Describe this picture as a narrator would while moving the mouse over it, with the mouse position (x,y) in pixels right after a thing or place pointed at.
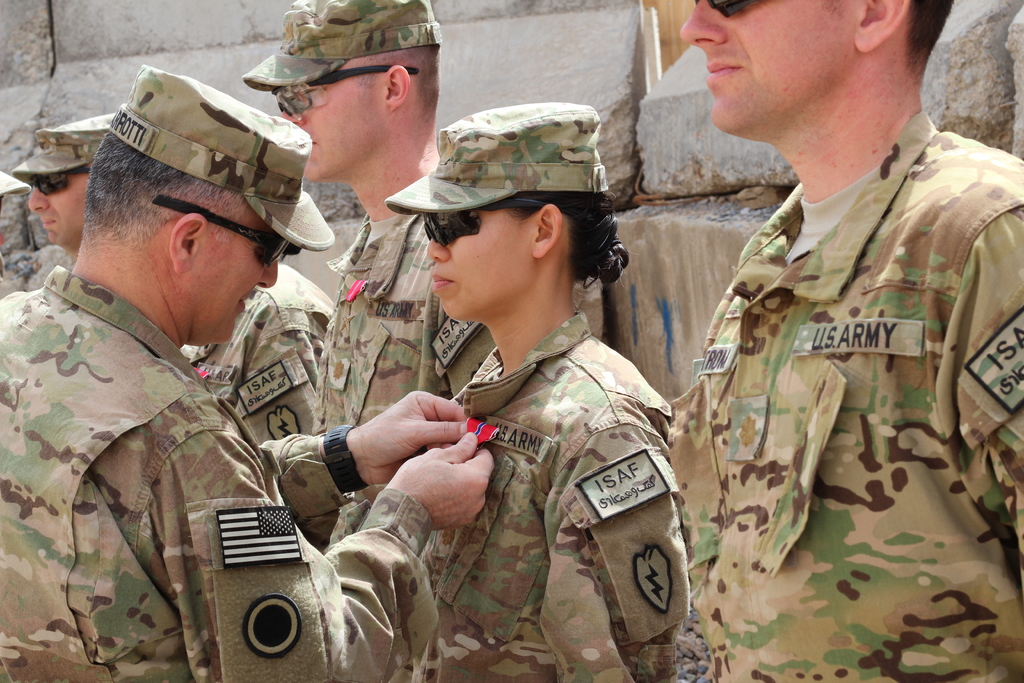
In this image we can see a group of people (675,464) wearing military uniforms (257,477), caps (341,53) and goggles (536,203) are standing. One person (266,656) is holding a ribbon (481,434) with his hands (439,481). In the background (632,275), we can see the wall (559,88).
